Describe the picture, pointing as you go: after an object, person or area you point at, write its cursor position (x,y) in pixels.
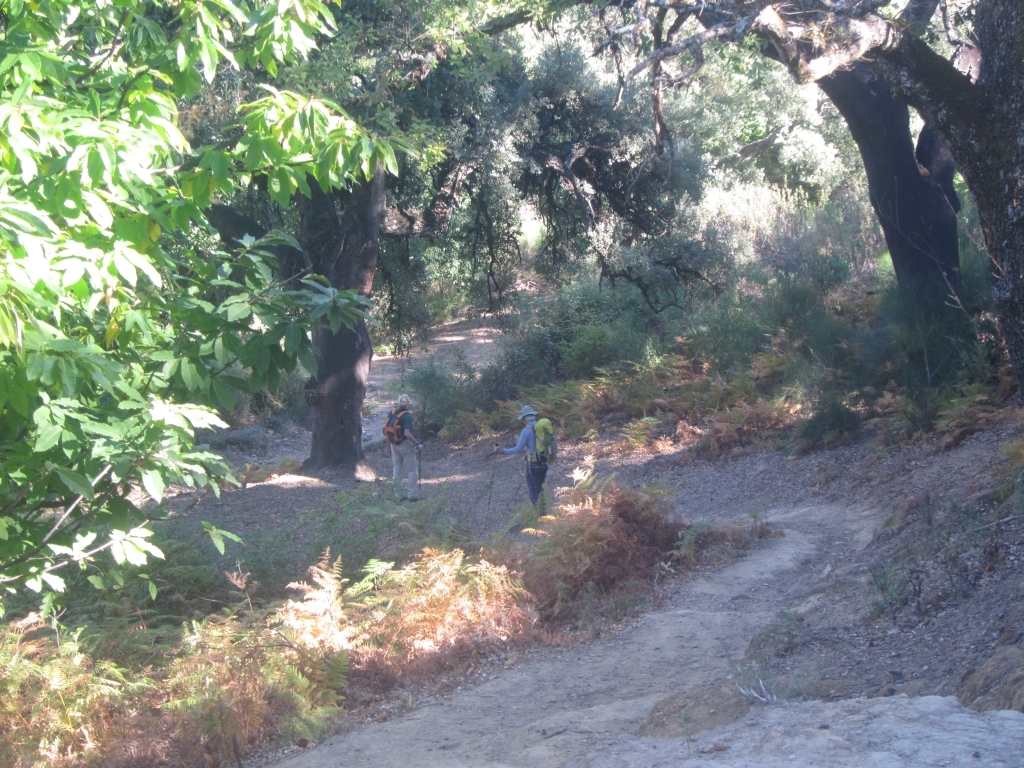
In this picture we can see two persons (535,483), they are carrying backpacks (549,450), at the bottom (570,519) there are some plants (585,550), we can see trees (564,277) in the background (495,267).
